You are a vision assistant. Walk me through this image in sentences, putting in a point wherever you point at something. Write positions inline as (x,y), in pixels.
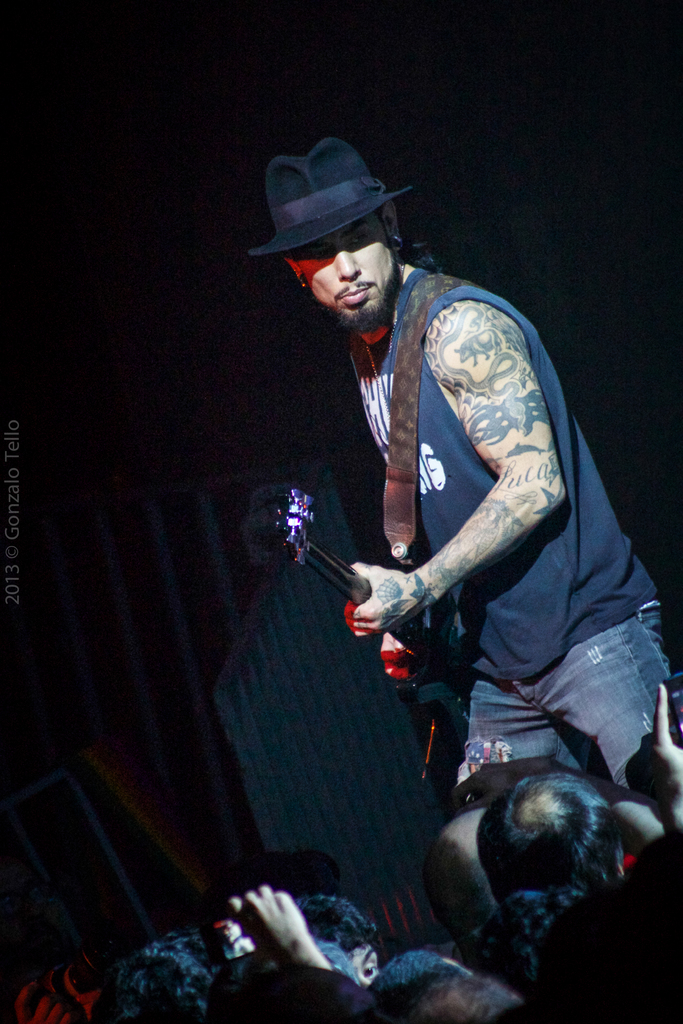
In this picture a man (455,566) is playing guitar (416,628) wearing a hat (339,199). There are some people (540,770) in front of him.
